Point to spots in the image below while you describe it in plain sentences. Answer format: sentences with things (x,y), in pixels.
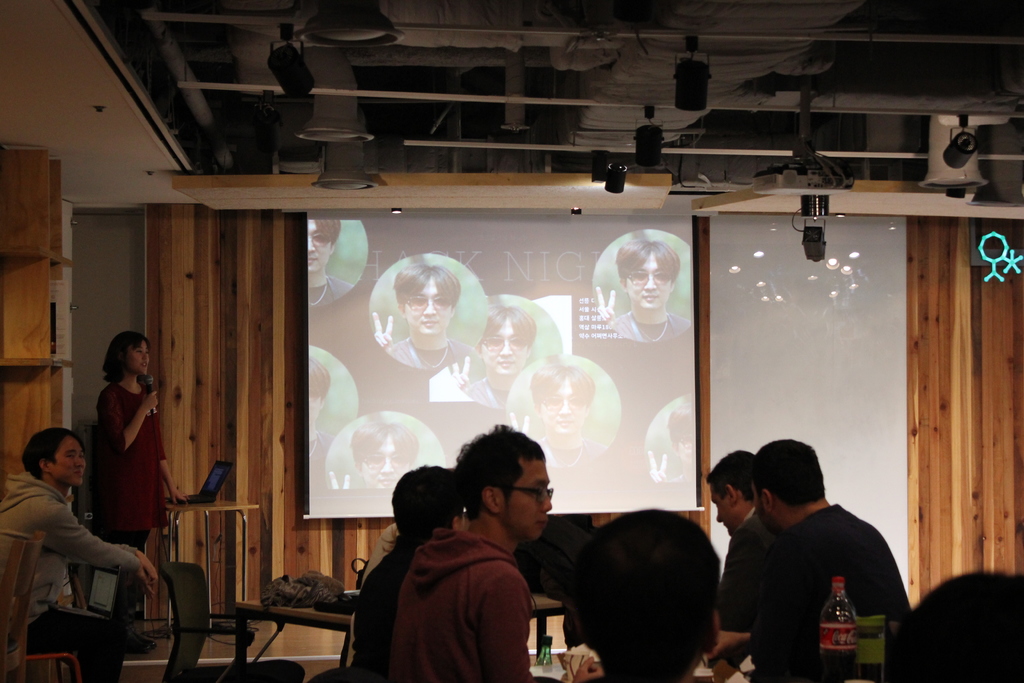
In this picture we can see a group of people (472,571) sitting on the chairs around the tables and there is a screen (475,384) and two other people (130,517) beside them.
